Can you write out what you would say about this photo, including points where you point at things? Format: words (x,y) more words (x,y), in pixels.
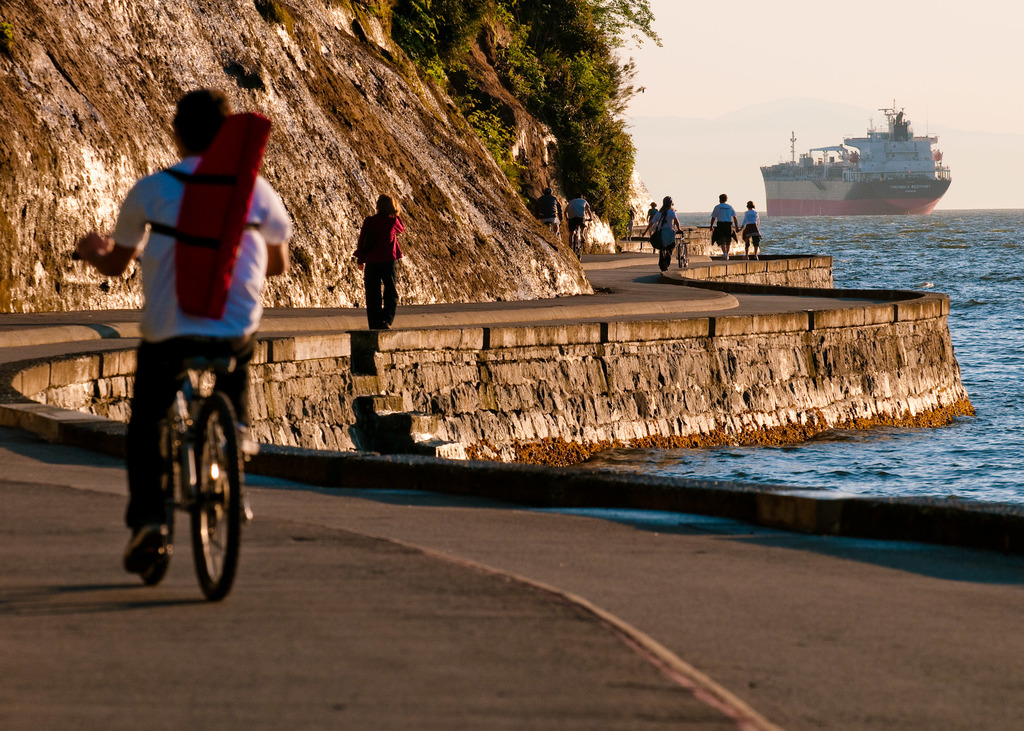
This is an outside view. In this image I can see few people (164,332) are riding their bicycles (196,465) on the road (440,624). On the left side (20,189), I can see a rock (374,53) and some plants (567,104). On the right side (993,344) there is an ocean (922,254) and also I can see a ship (898,171). At the top of the image (793,18) I can see the sky (746,52).
